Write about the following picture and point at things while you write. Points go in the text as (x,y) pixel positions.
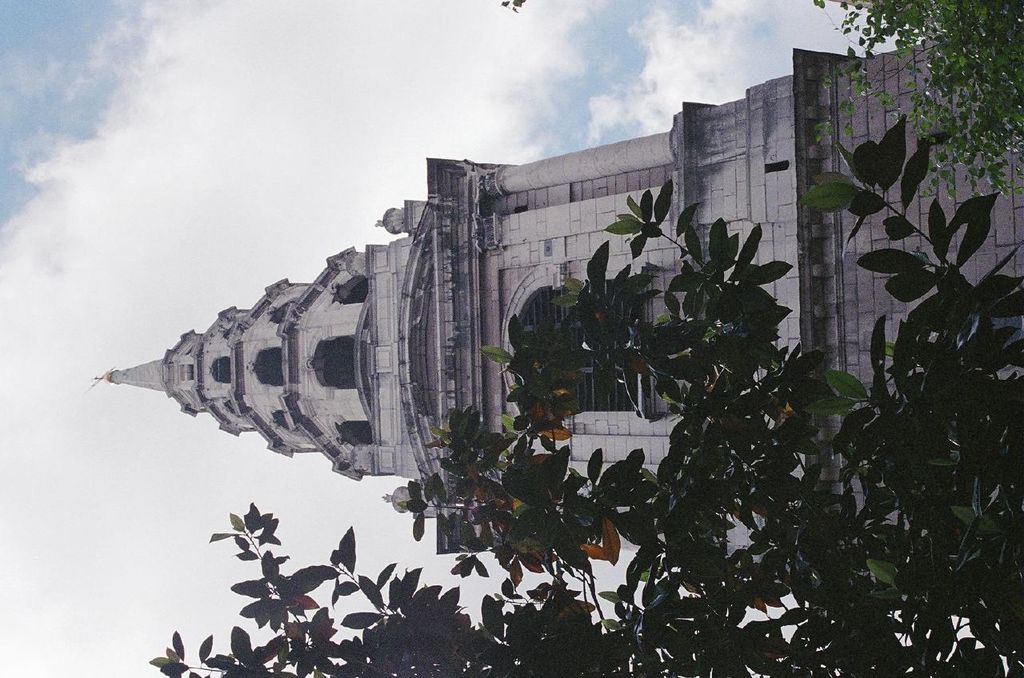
In this image I can see few trees (752,552) and a huge building (650,313). In the background (478,91) I can see the sky (160,212).
